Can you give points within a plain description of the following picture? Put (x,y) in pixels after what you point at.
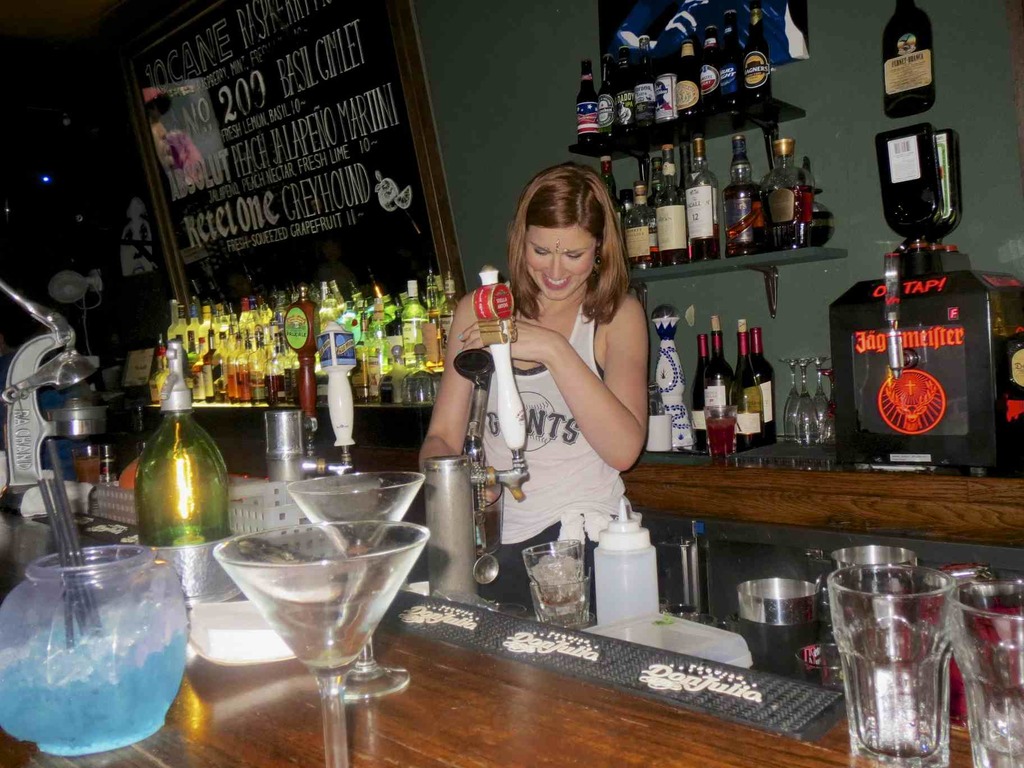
In this image it seems like bar (797,86) in which there are so many wine bottles (709,185) and beer bottles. There is a woman (586,276) who is serving the glasses (548,556). In front of her there is a table (523,716) on which there are glasses (344,531), glass bottle (173,494), ice cubes (562,564).
